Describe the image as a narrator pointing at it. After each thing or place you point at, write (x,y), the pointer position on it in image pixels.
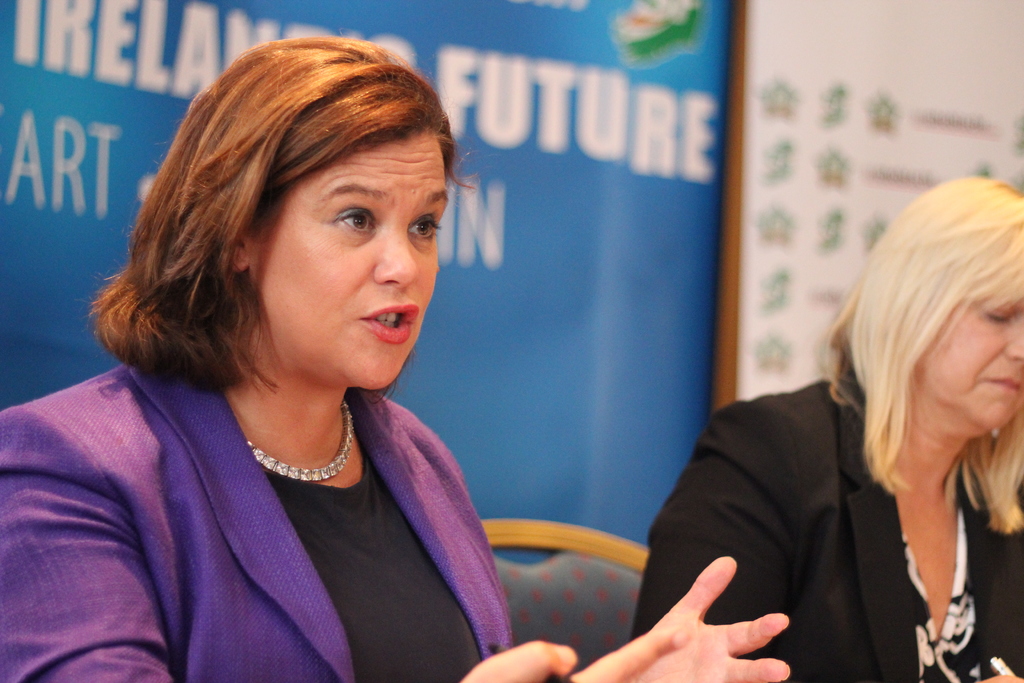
In this image there are two women (433,434) sitting on the chair (555,607), there is a woman (410,473) talking, there is a woman (970,608) holding an object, at the background of the image (632,235) there are boards (667,284), there is text (553,105) on the boards (584,162).
